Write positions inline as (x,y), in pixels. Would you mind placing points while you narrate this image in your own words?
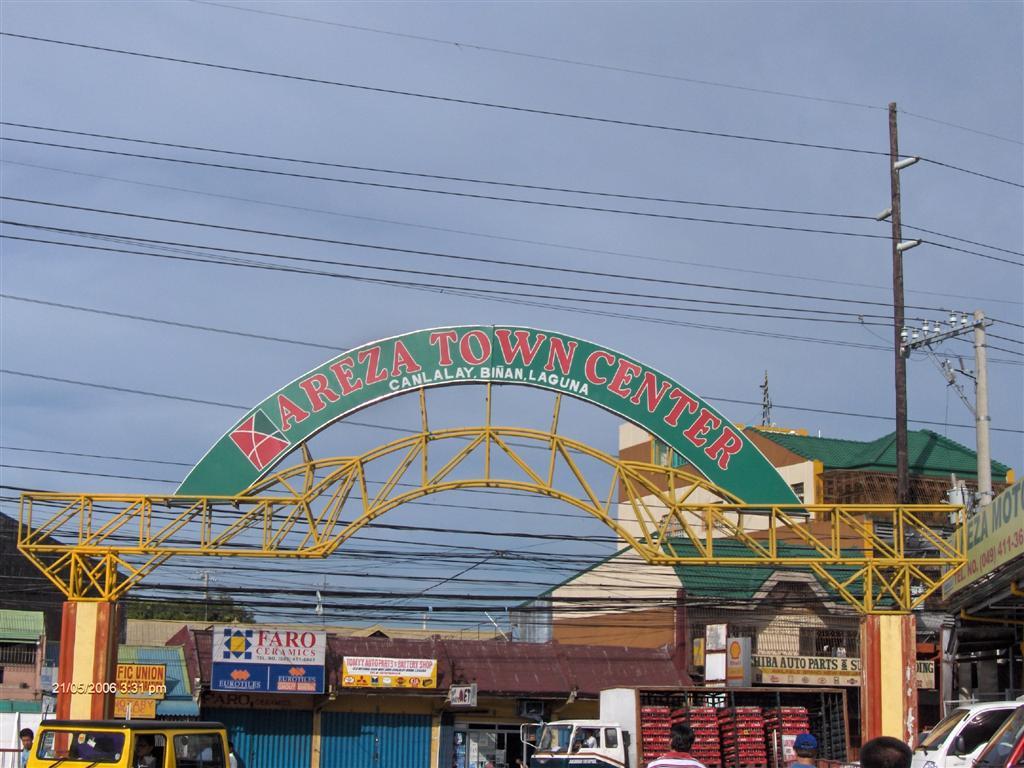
In the picture we can see some persons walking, there are some vehicles (127,742), there is an arch (85,712) and in the background of the picture (474,635) there are some buildings (219,714) and top of the picture (498,240) there are some wires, there is clear sky (664,43).
